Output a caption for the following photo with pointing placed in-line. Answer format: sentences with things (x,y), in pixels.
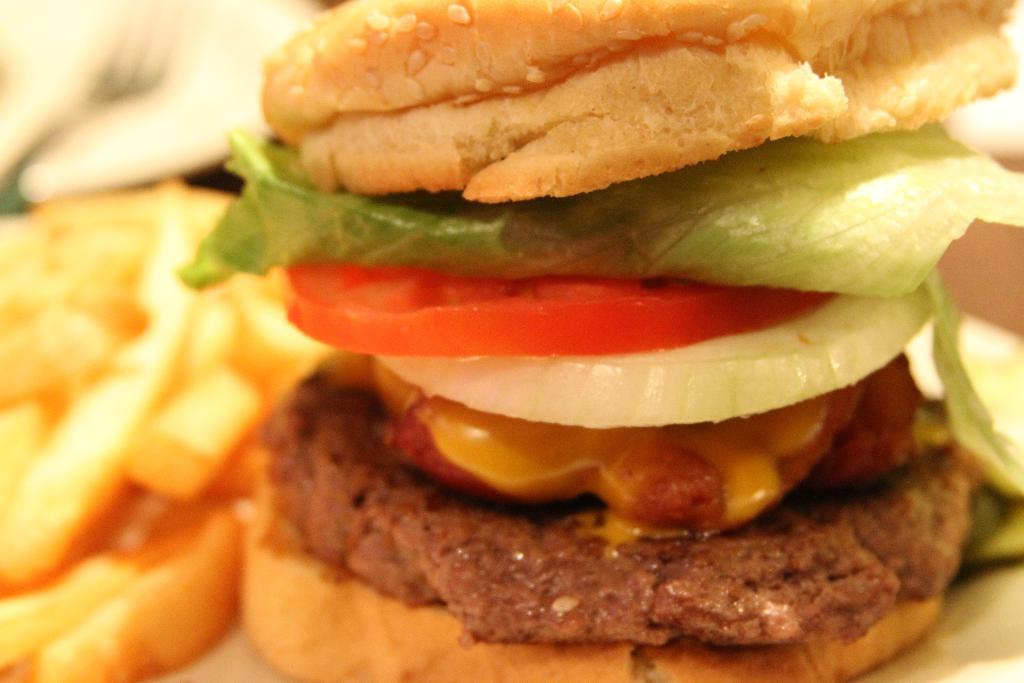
In this image we can see there are some food items (427,201) and there is the blur background (218,79).
